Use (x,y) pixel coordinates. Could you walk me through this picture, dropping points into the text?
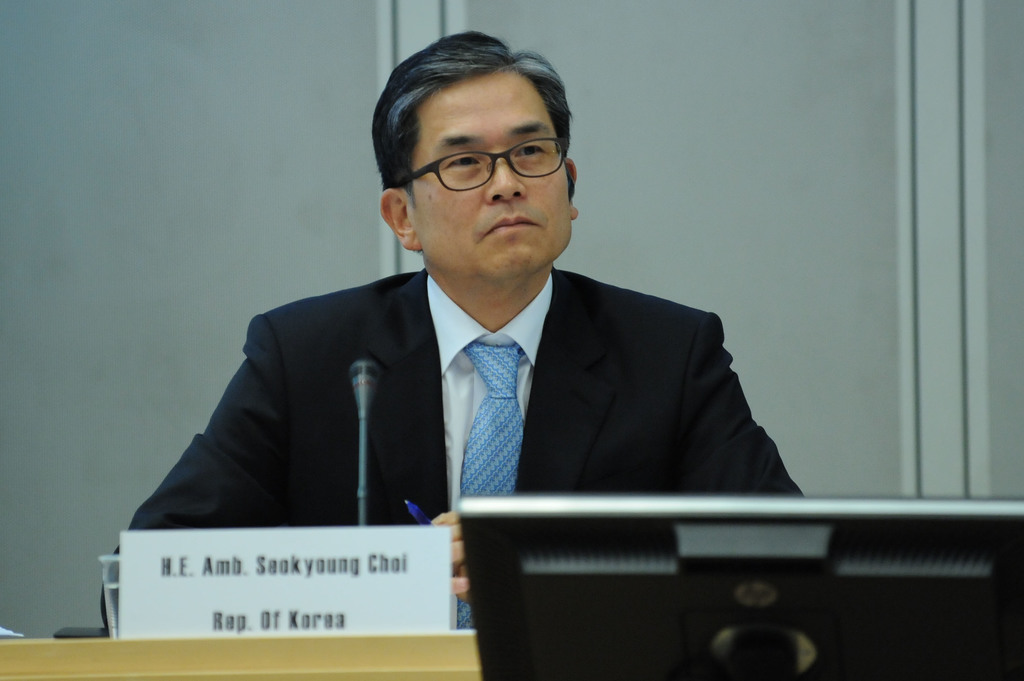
In the center of the image (522,433) we can see a man (521,421) sitting and holding a pen (423,524). At the bottom (138,652) there is a table (30,652) and we can see a glass (116,609), board (155,609), computer (674,590) and a mic (368,368) placed on the table (185,653). In the background (833,372) there is a wall (308,143).
